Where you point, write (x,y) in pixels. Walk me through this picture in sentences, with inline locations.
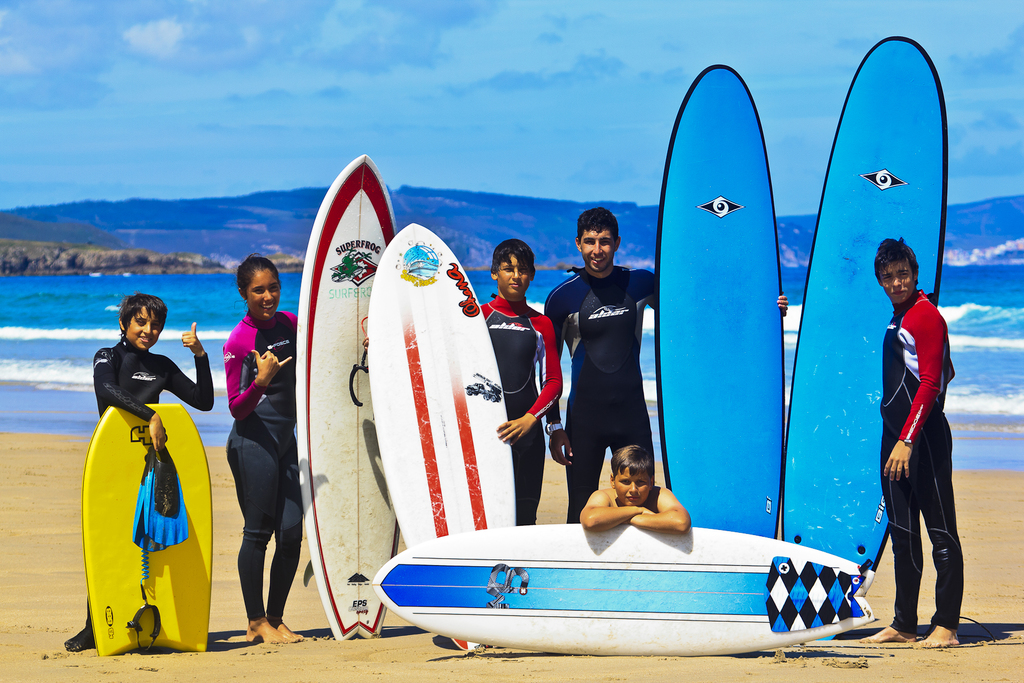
In the image we can see there are people (536,404) standing near the sea shore (895,665) and they are holding surfing board (107,515) in their hand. Behind there is an ocean (109,321) and there is a clear sky (477,148).
